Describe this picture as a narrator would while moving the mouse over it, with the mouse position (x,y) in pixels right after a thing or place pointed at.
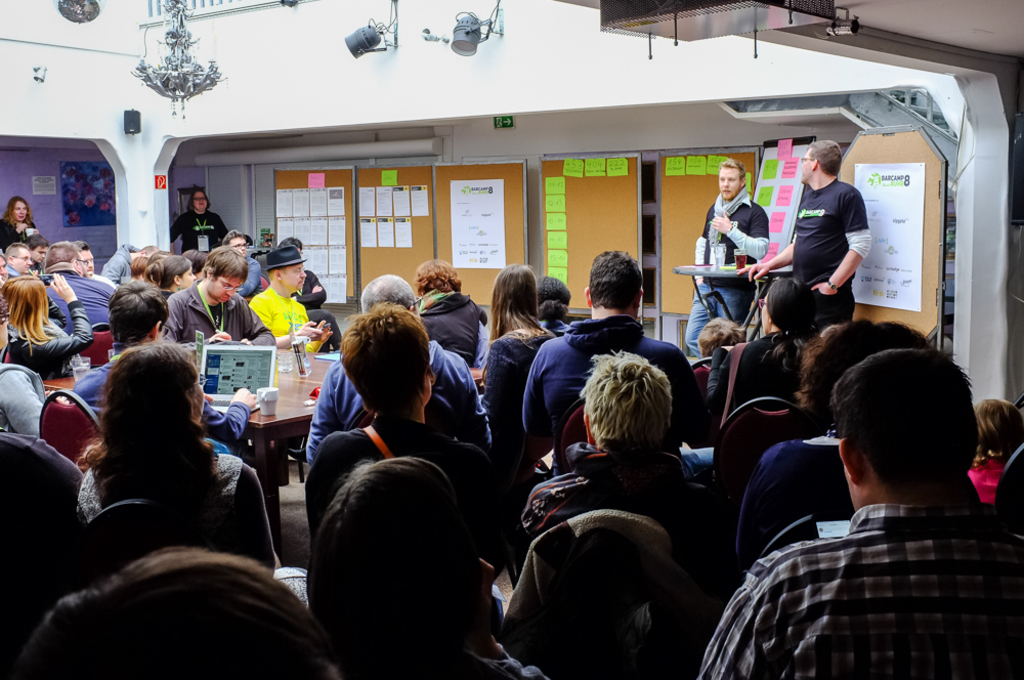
In this image there are a group of persons (569,370) sitting on the chair (753,436), there are two men (821,273) standing, there are two women (209,226) standing, there are tables (294,423), there are objects (230,384) on the tables (267,435), there are boards (598,215), there are papers (423,214) on the boards (444,205), there is text (473,217) on the papers (469,243), there are pillars (139,213), there is a wall (548,86) towards the top of the image (437,78), there are objects (675,32) on the wall (528,48).
